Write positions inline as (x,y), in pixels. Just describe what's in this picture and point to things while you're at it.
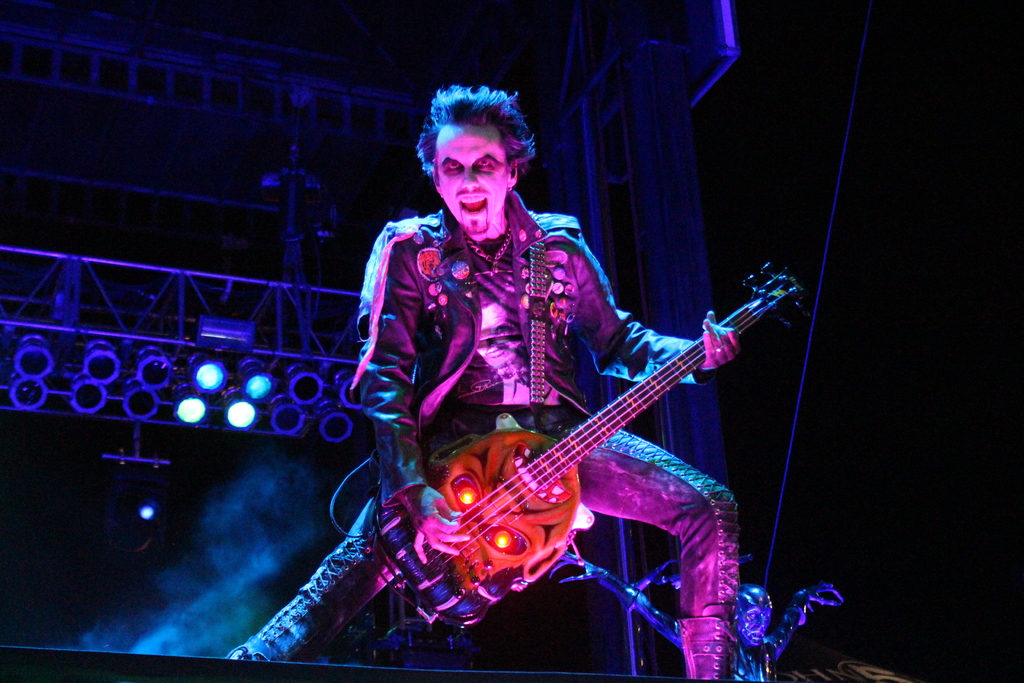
In this image in front (619,472) there is a person (387,413) holding the guitar (578,462). Behind him there is a depiction of a person (749,627). In the background of the image (246,389) there are lights (201,407), metal rods (109,332).
